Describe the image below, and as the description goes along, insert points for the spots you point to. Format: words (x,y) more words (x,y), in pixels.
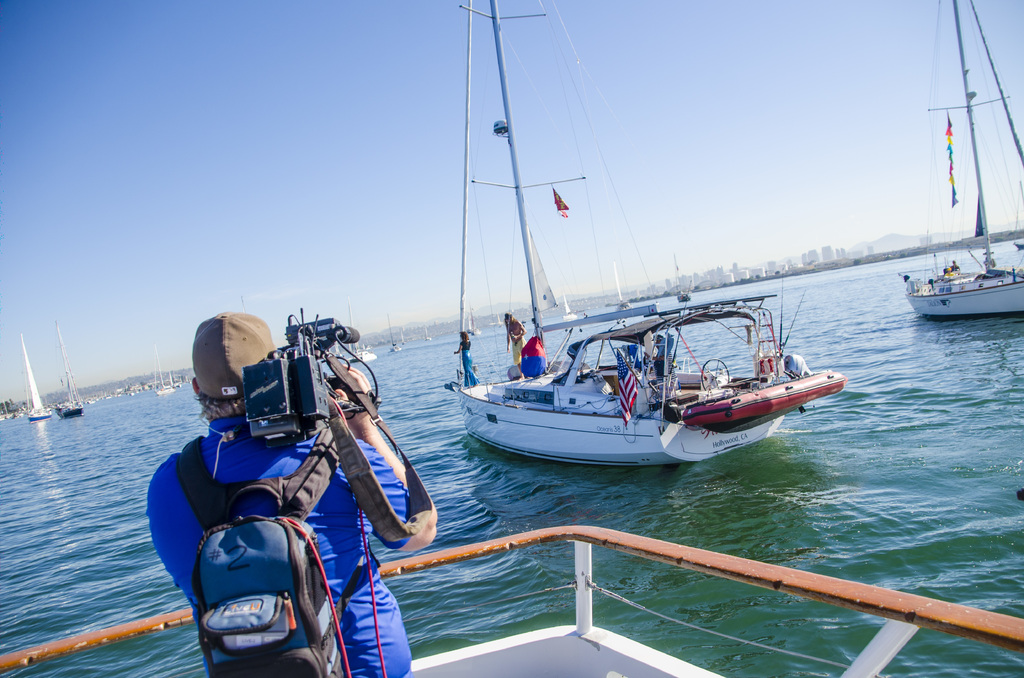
In this picture we can see some ships (641,449) floating in the water (768,445), one person (264,472) is carrying a bag (287,650) and holding camera (289,403), in another ship (670,363) we can see two persons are standing.
